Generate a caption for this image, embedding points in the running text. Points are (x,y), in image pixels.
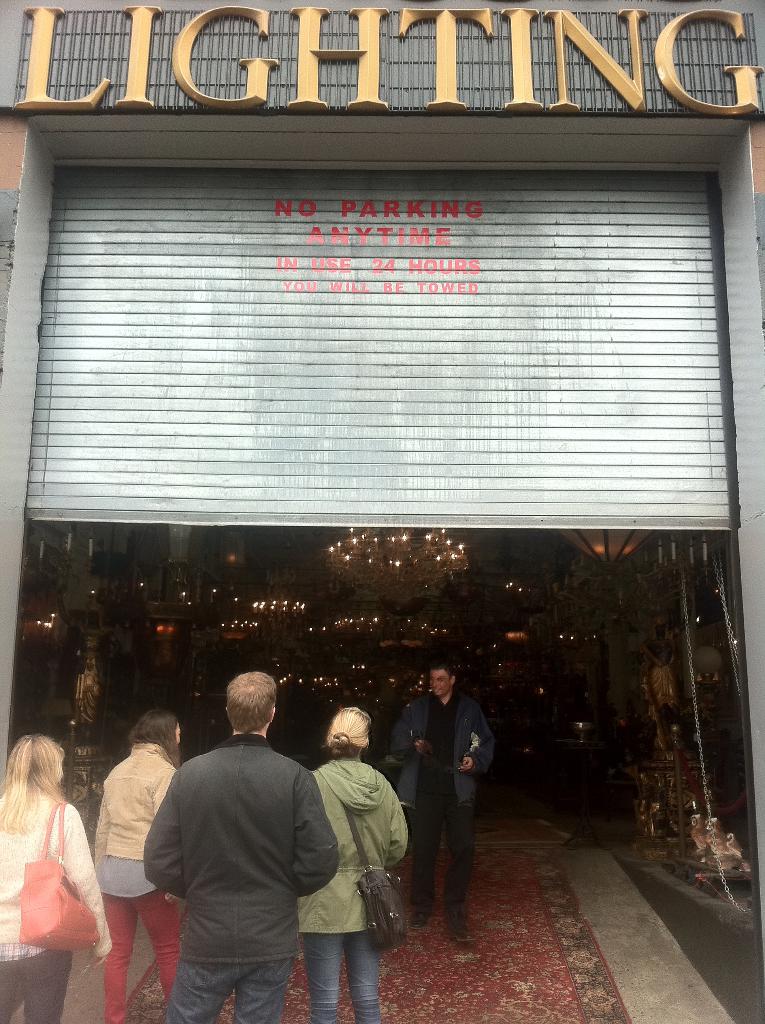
There are people (357,934) walking and these two people (350,851) are worn bags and we can see text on metal object (287,218). In the background (458,535) we can see chandeliers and it is dark.
